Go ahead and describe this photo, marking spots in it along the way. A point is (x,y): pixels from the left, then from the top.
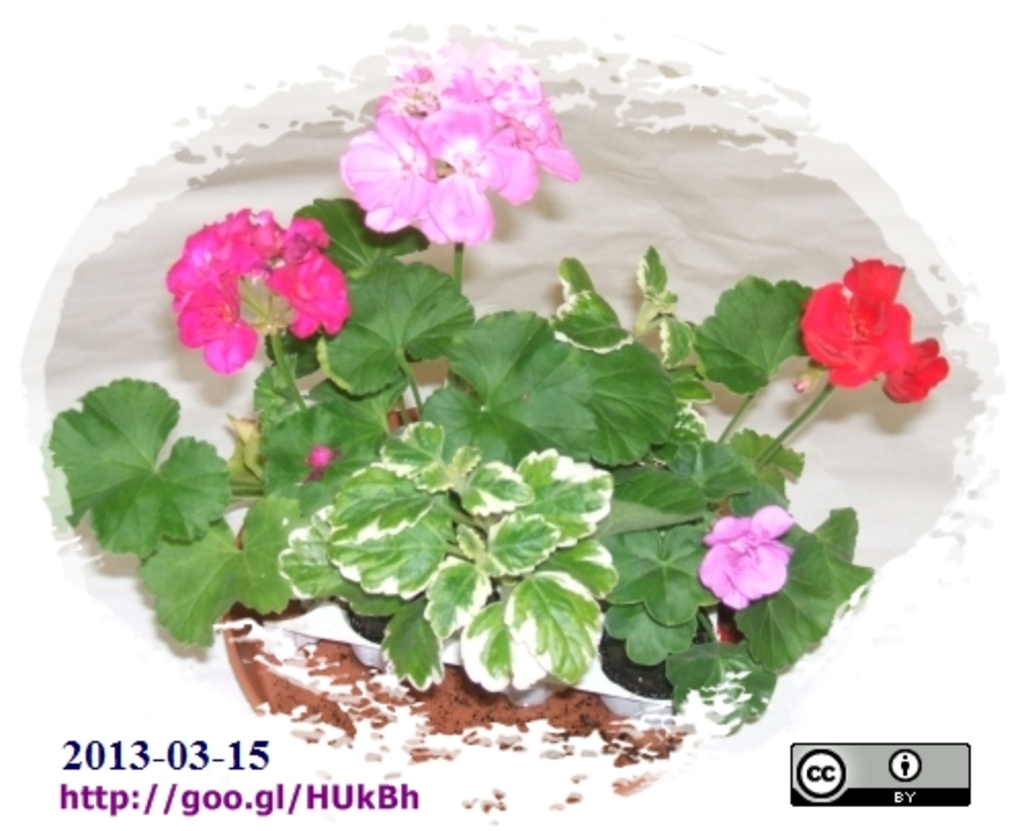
In this picture we can see leaves (596,454), flowers (427,188), some text (117,807) and in the background (400,51) we can see white color.
